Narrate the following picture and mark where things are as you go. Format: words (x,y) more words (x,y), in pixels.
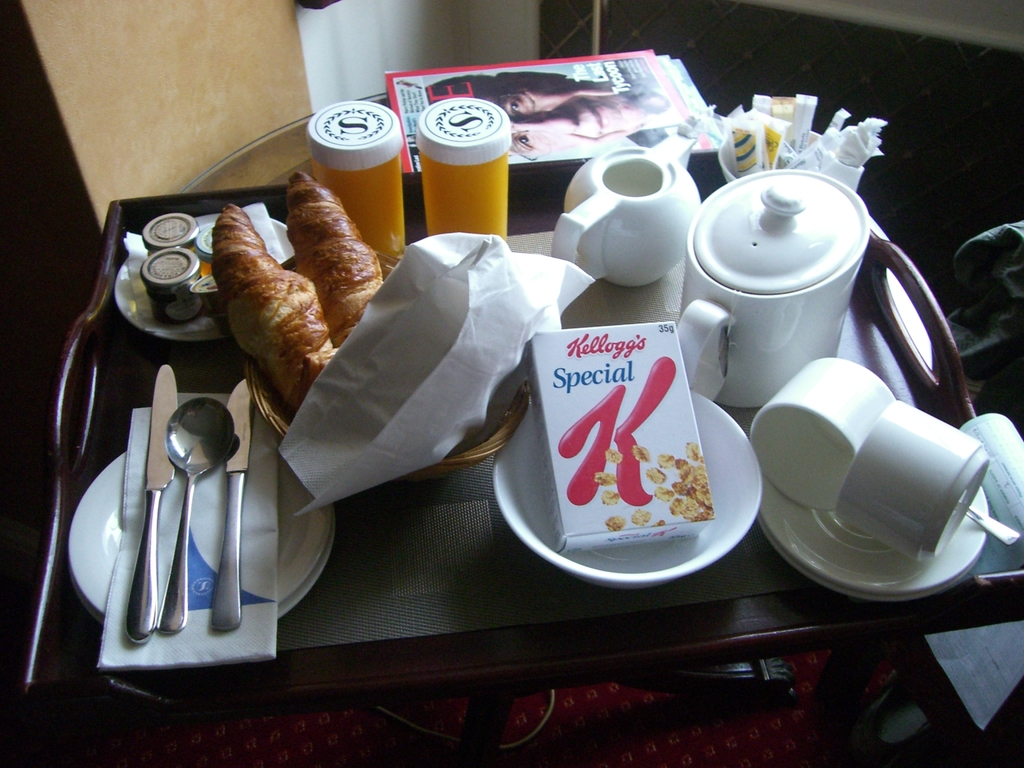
On the table (841,616) I can see the pamphlet (684,112), book (664,106), knives (153,523), spoons (223,425), pots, jars (169,225), bowls (725,525), plates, tissue papers (402,318), bottles (480,186), cereal box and other objects (222,287). At the top (437,6) I can see the door (188,50) and pillar (51,32). At the bottom (542,767) I can see the red carpet (304,733) on the floor (374,741).
